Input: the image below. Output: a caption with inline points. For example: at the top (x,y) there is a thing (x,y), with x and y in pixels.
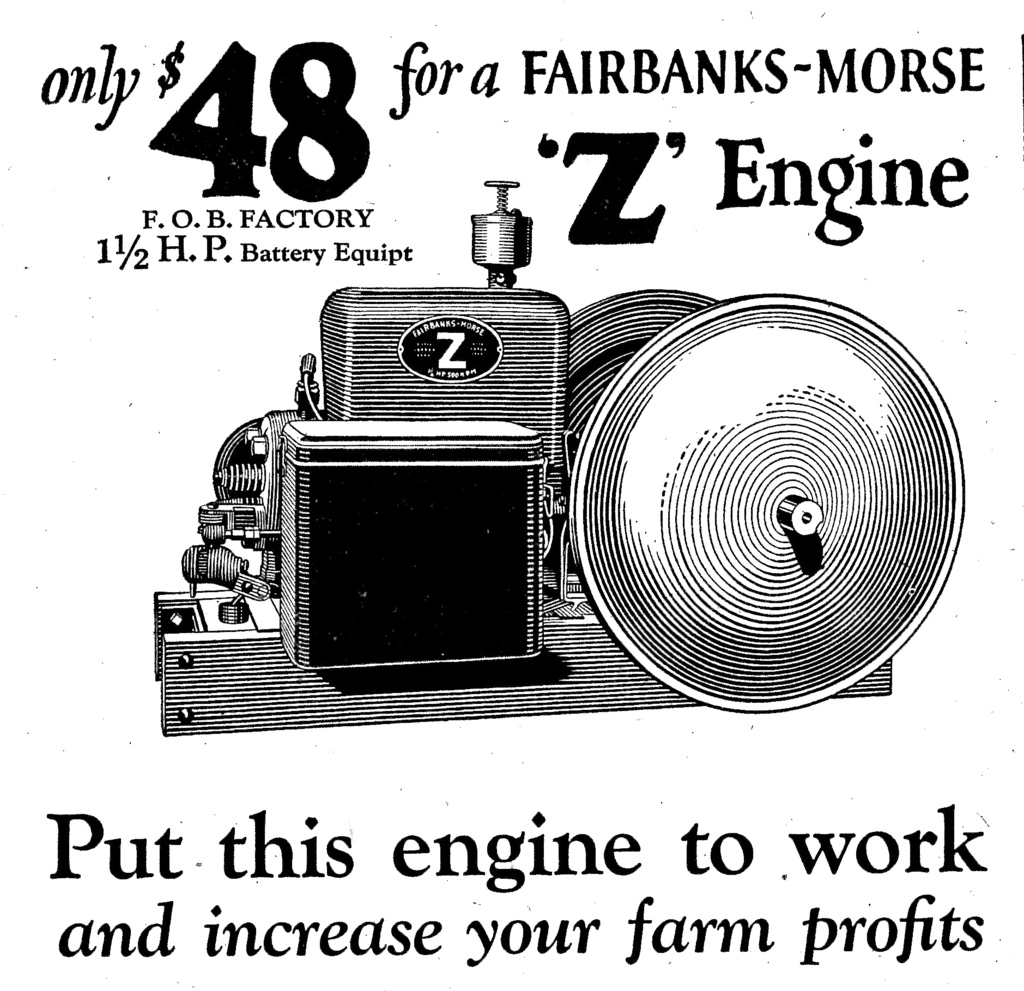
In this image there is an object (532,576), there is text (180,261), there are numbers (244,125), the background of the image (96,423) is white in color.
